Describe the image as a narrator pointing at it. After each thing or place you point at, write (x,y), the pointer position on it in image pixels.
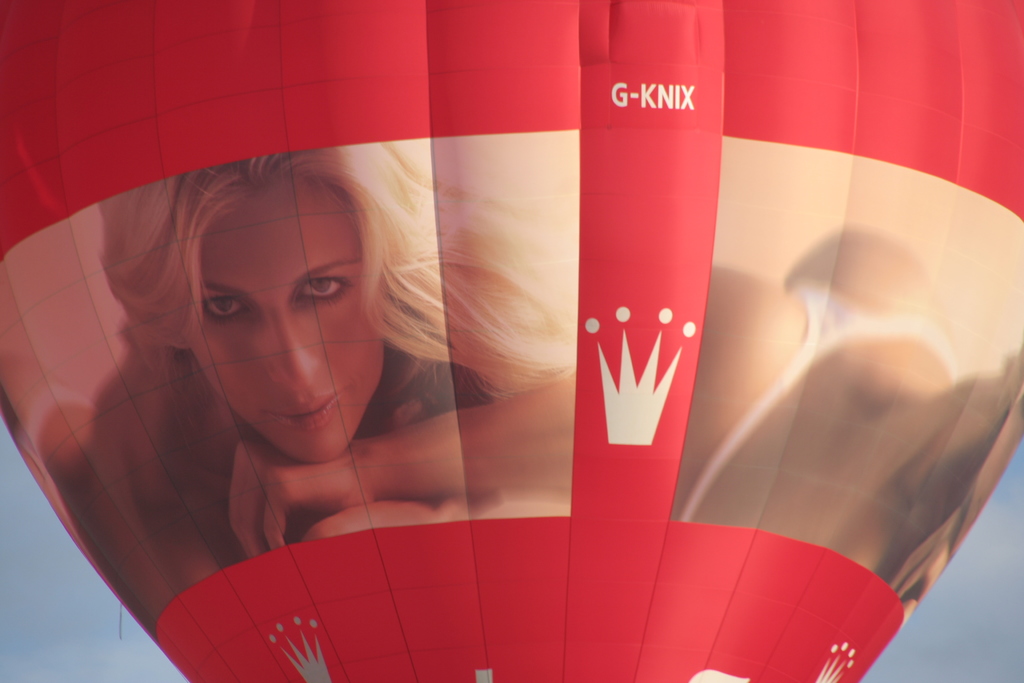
In this picture we can see a hot air balloon (133,358) with a photo (771,224) of a girl (389,239) smiling on it and in the background (75,614) we can see the sky (992,602).
